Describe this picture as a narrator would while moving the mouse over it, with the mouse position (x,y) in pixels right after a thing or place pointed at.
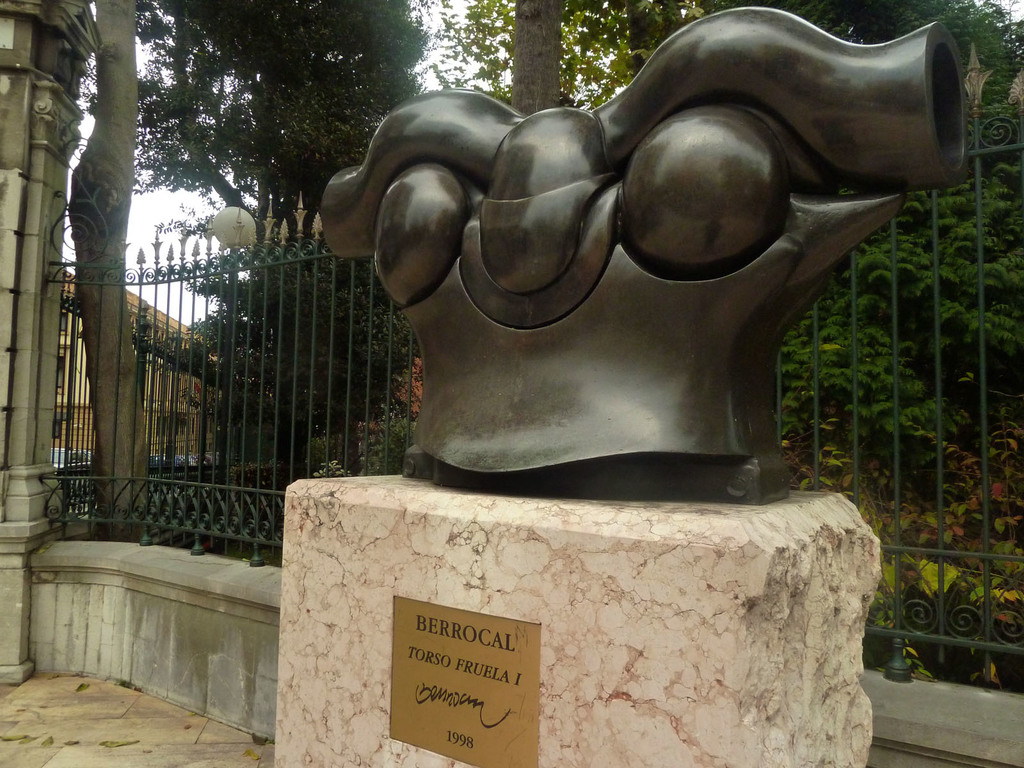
In the center of this picture (566,383) we can see the sculpture (656,372) and we can see the text (453,669) and numbers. In the background (362,77) we can see the sky (426,26), trees (256,435), metal fence (255,378), pillar (41,348) and a building (198,444) and some other objects (142,617).
